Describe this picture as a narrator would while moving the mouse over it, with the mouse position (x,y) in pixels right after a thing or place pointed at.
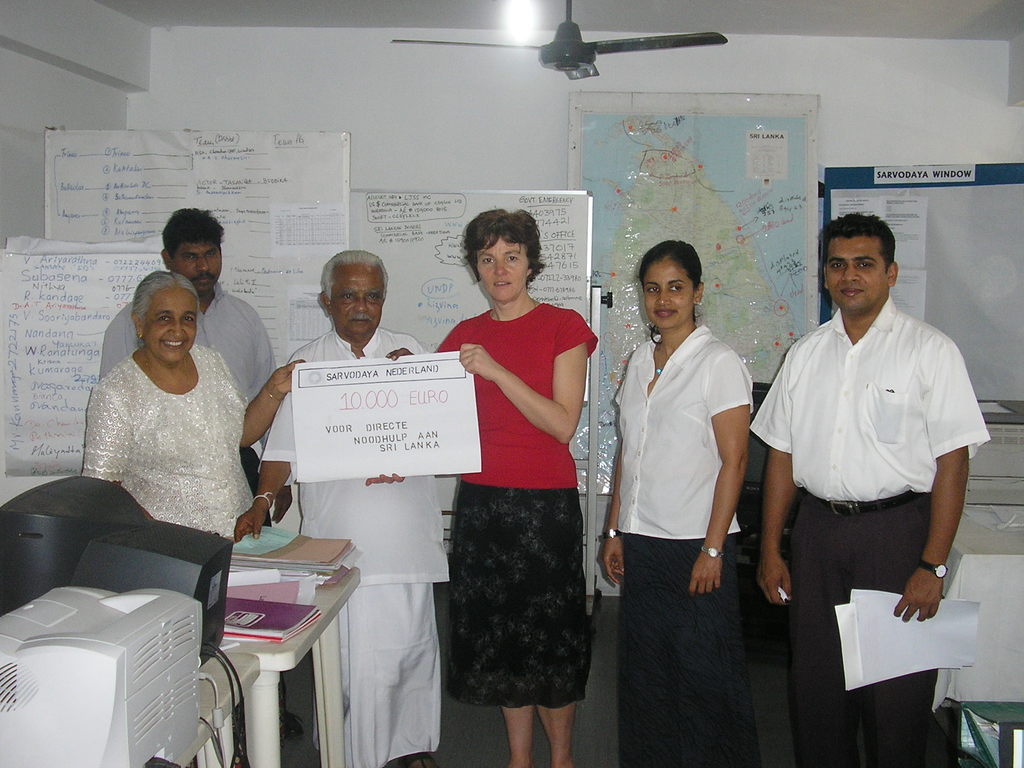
In this image I can see few people (536,453) are standing. In front (355,382) she is holding white color paper (336,393). I can see systems (190,595) and books (292,607) on the table (316,590). Back I can see few boards (413,192) and a map (637,187). I can see white color wall (452,101) and fan (557,47).
